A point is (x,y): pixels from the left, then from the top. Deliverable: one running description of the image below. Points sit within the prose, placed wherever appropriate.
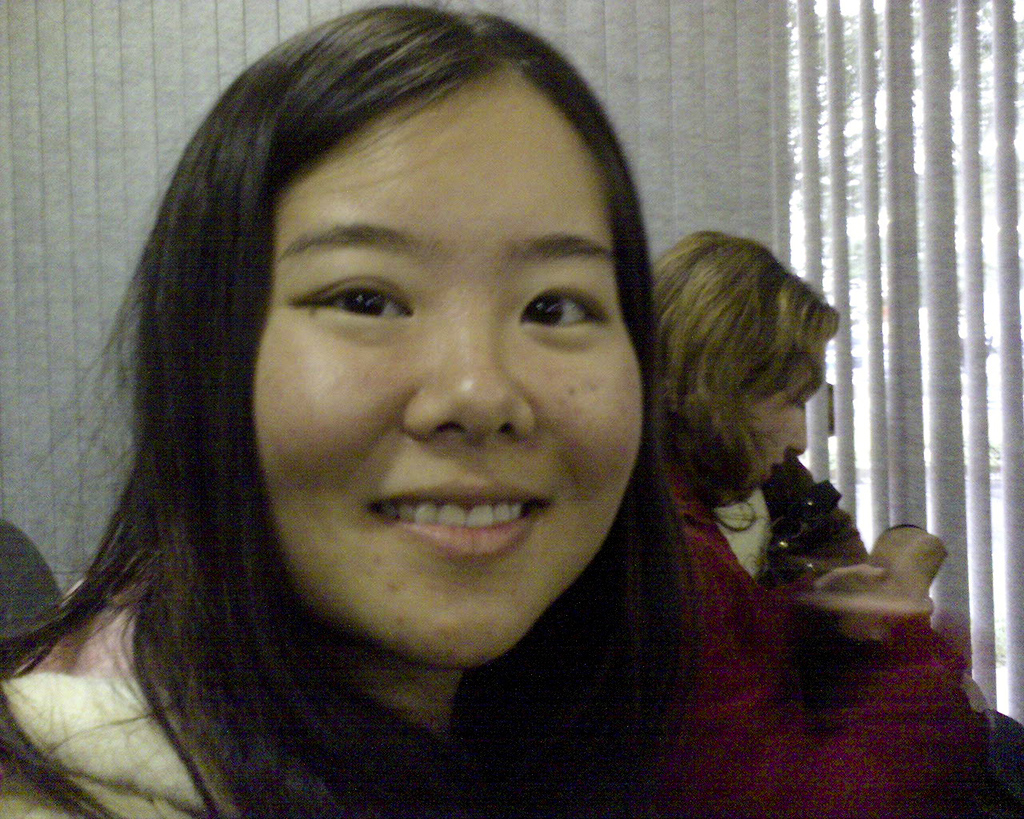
In this picture I can see two women (524,503) among them the woman (436,393) in the front (384,96) is smiling.
